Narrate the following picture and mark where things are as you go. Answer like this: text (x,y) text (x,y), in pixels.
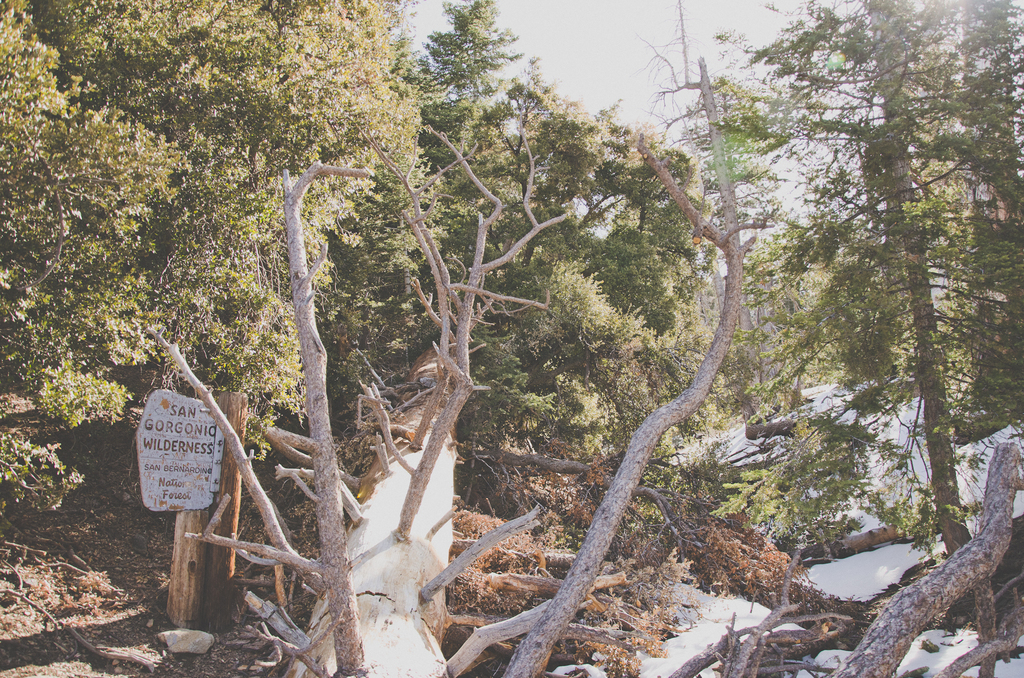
In the image we can see wooden log (424,489), trees (215,224) and the sky (520,73). We can even see the snow (883,555), board (180,475) and text (158,470) on the board (187,442).
